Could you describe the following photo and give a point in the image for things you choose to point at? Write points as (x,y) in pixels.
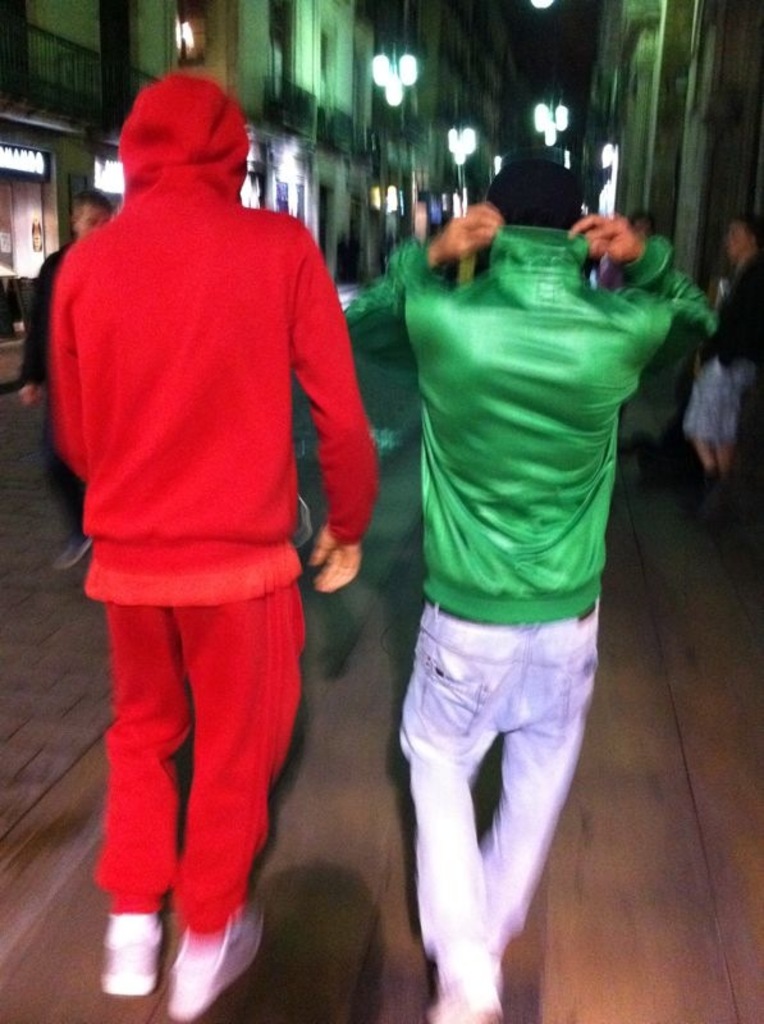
In this picture we can observe two persons (455,551) walking in this path (299,857). One of the persons (147,438) was wearing a red color dress (153,653) and the other was wearing a green color shirt (495,438). We can observe some people (747,248) walking. On either sides of the path (67,663) there are buildings (484,150). In the background (380,61) we can observe lights (537,125).
